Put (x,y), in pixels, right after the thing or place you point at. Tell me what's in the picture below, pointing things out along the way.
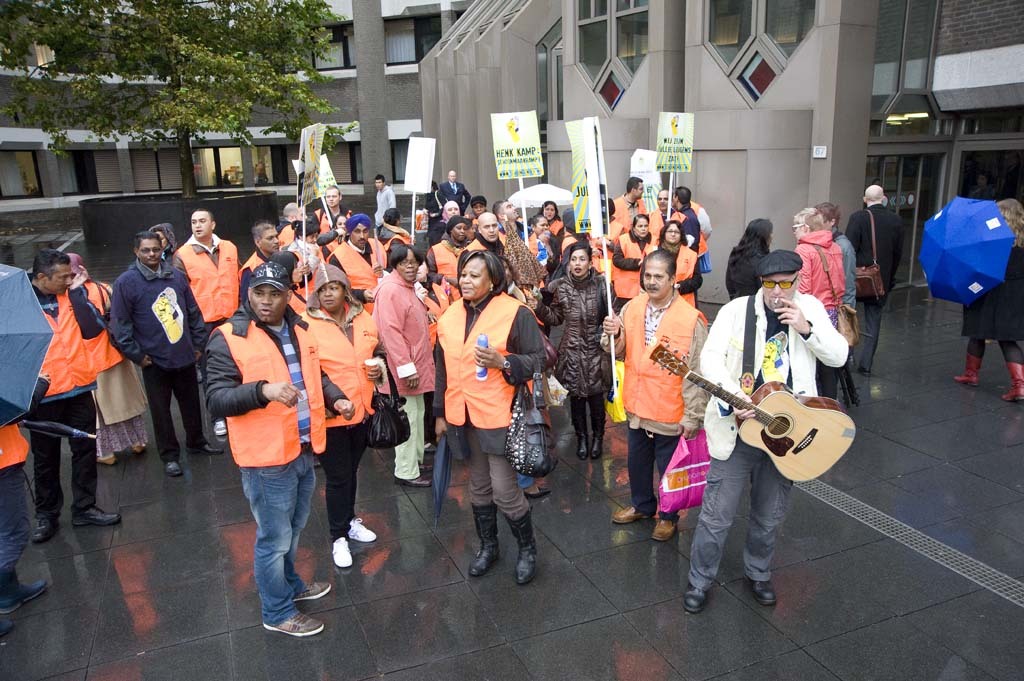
In this picture we can see building (151,176), and beside we can see a tree (287,74), and here are group of people (623,255) standing on the floor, and here is the person (768,340) holding a guitar (794,425) in his hand (781,316), and at back (983,225) here is the woman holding an umbrella (967,248) in her hand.
